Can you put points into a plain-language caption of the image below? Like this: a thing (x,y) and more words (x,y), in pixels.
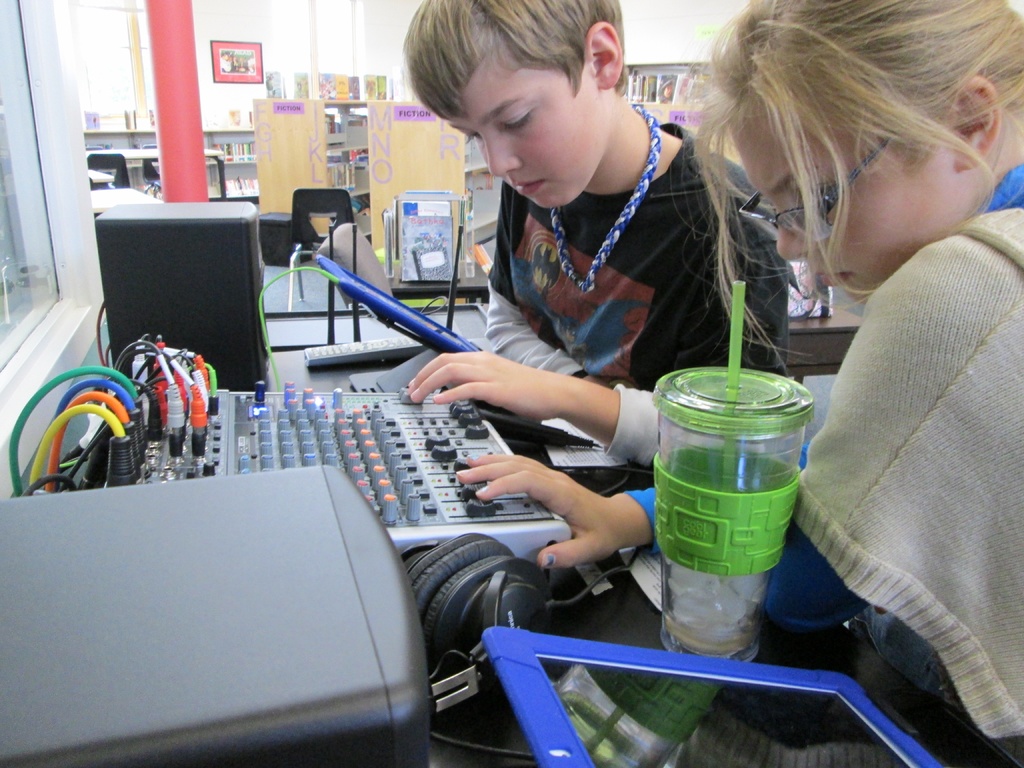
In this picture we can see two persons (858,293) sitting in front of a table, there is a audio controller (440,474), a speaker (217,291), headphones (483,544), a glass (746,555) and a remote (401,342) present on the table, in the background (277,35) we can see a wall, there is a photo frame (242,53) on the wall (267,45), we can see a chair (333,203) here, there are some books (244,186) on the racks (252,171).
